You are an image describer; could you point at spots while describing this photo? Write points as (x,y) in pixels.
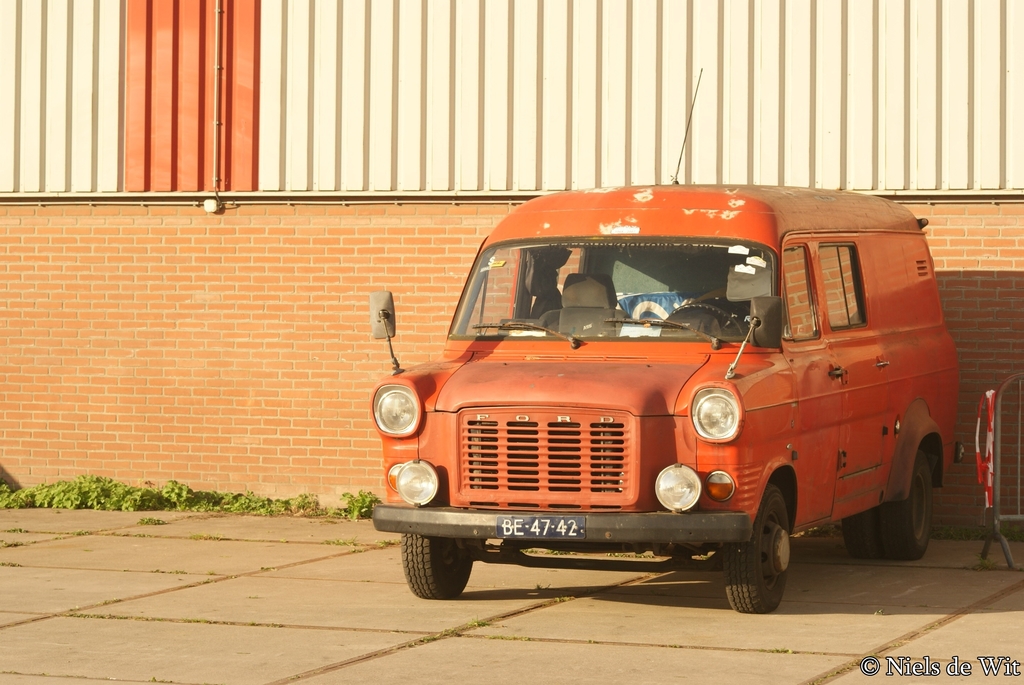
In this image I can see the ground (458,608), a vehicle (608,416) which is orange in color on the ground (424,615) and few plants (104,490). I can see a wall (221,388) which is brown in color, a metal sheet (416,83) which is cream and orange in color and few pipes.
